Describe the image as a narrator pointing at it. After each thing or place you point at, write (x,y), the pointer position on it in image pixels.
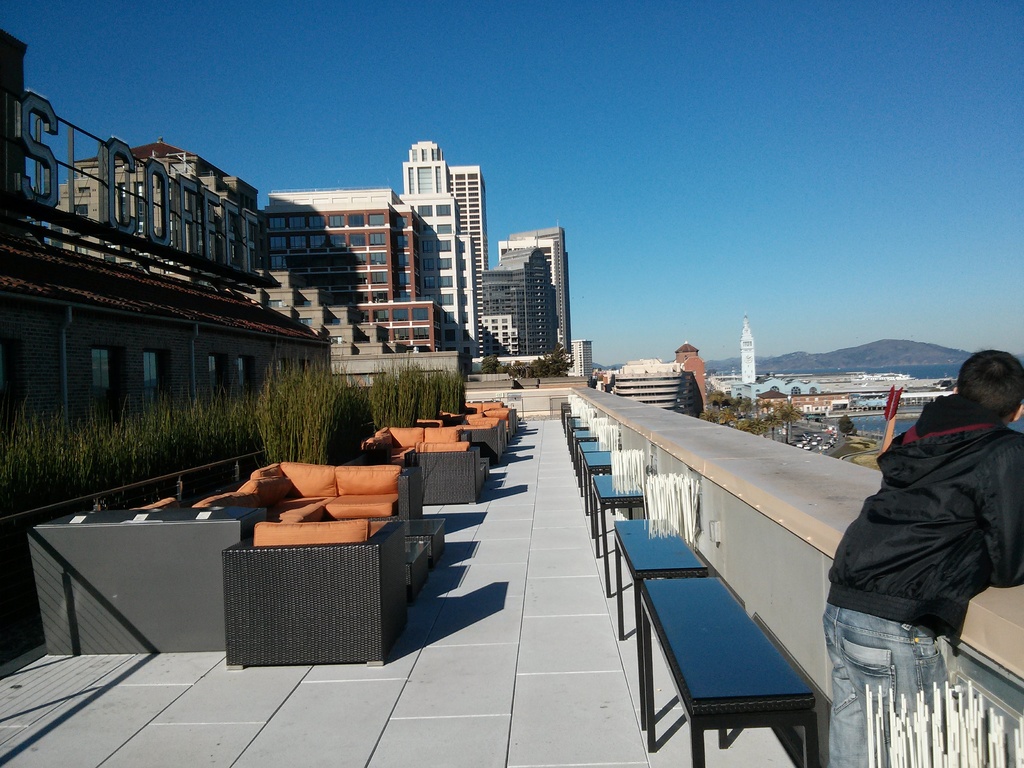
In the right bottom (857,695) a person (996,418) is standing in front of the wall fence (983,614) and next to that benches (720,670) are there blue in color. In the left (302,600) sofa (334,508) orange in color and grass (350,418) visible and buildings (326,248) are visible. In the middle (588,369) rights mountains (862,354), water (912,421) and houses (792,389) are visible. In the top (396,171) sky (124,111) blue in color is there. This image is taken during day time.
